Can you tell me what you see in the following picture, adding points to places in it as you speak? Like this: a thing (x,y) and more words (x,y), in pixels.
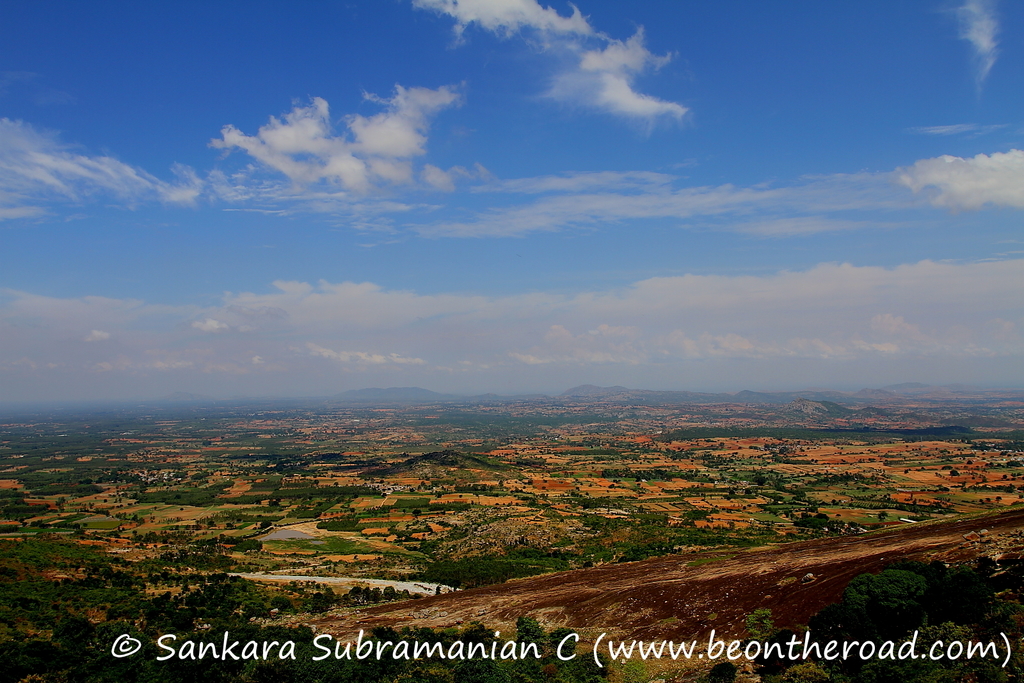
In this image I can see a text (498,632), grass (400,551), trees (276,602), houses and mountains (417,457). At the top (426,153) I can see the blue sky (468,240). This image is taken may be on the ground (85,502).
